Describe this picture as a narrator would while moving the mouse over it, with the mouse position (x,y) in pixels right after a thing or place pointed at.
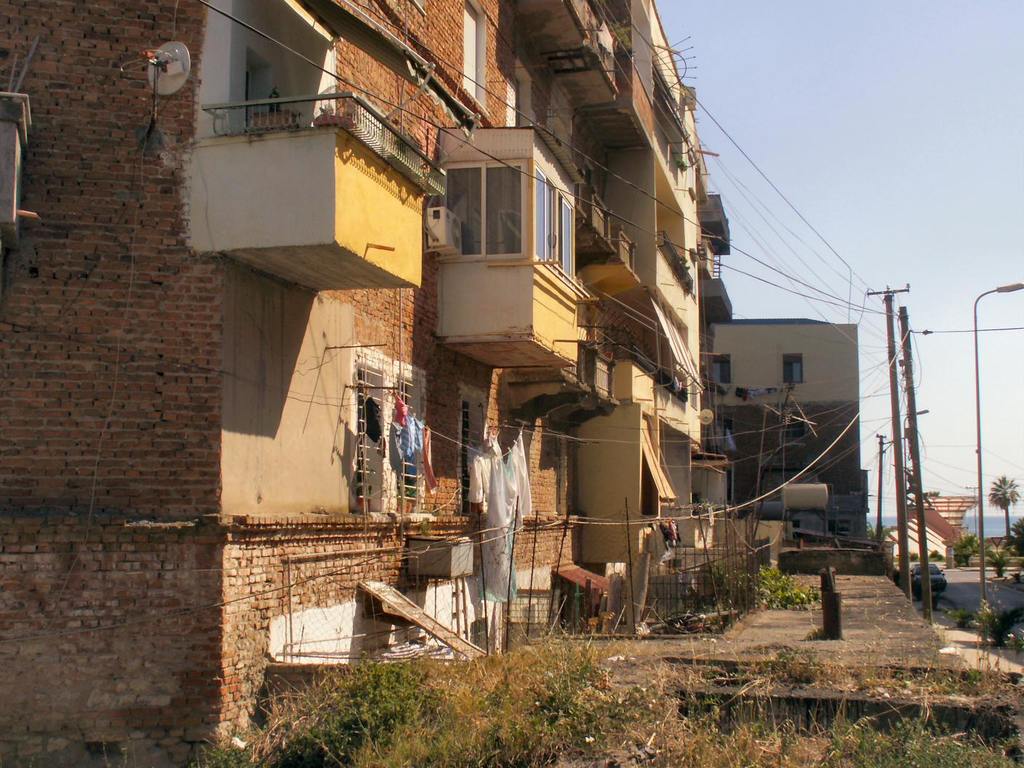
In this image I can see the building (323,348). There is a brown color brick wall (61,327) to the building (145,420). I can also see many windows (473,416) and railing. In-front of the building (659,500) I can see many poles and the trees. I can also see the vehicle (913,587) on the road (950,601). In the back (786,143) I can see the sky (746,167).
